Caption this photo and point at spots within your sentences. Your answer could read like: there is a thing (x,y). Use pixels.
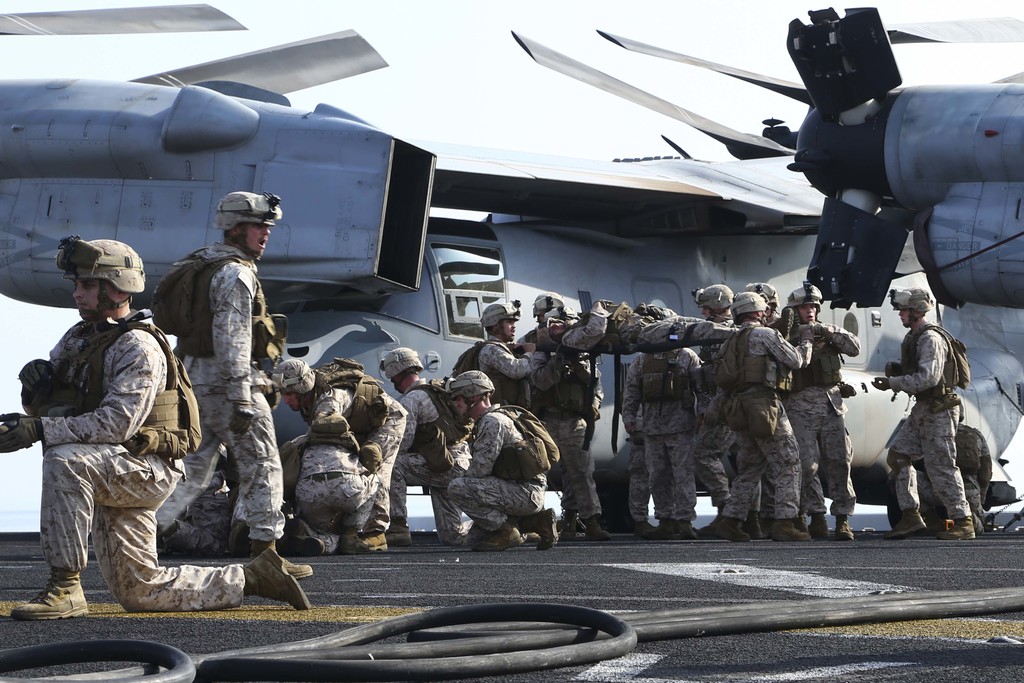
In this image there are aircrafts (726,237) and we can see people (653,457) wearing uniforms (133,563). At the bottom (434,654) there is a pipe (379,662) placed on the road (740,663). In the background (434,99) there is sky (428,54).
